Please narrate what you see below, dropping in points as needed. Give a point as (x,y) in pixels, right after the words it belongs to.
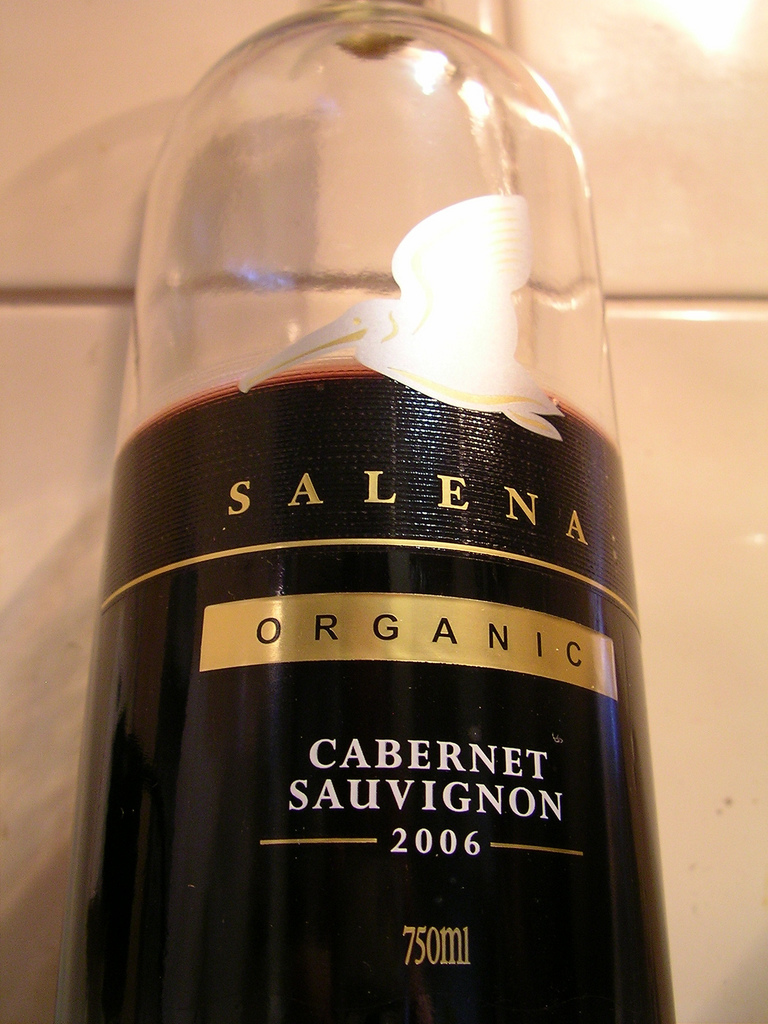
As we can see in the image there is a wine bottle (498,546).
